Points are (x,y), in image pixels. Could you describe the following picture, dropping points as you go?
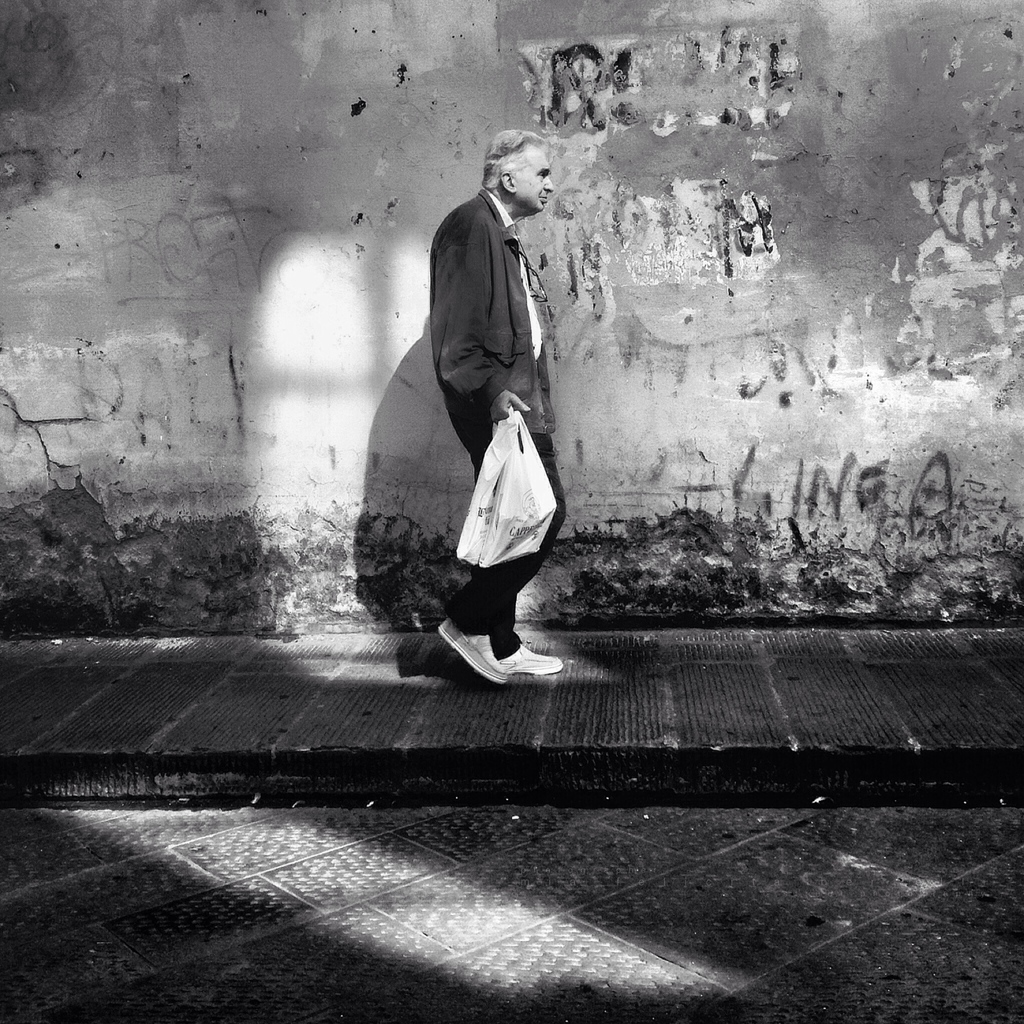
It is the black and white image in which there is a man (504,355) walking on the footpath (534,715) by holding the cover (540,483). In the background (290,220) there is a wall (229,321) on which there is some painting (688,251).
